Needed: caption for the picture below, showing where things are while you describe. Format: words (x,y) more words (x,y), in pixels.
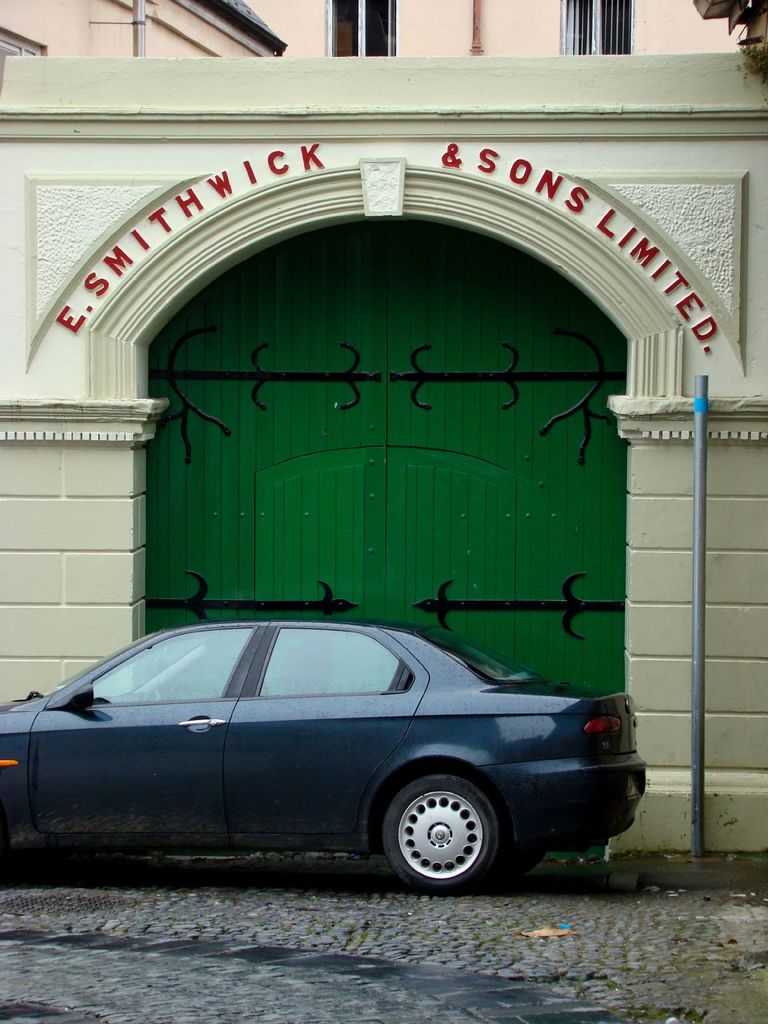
In this image I can see the vehicle (287,781) which is in blue color. In the background (328,612) I can see the green color gate (390,523) and the pole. I can also see the building (281,101).
